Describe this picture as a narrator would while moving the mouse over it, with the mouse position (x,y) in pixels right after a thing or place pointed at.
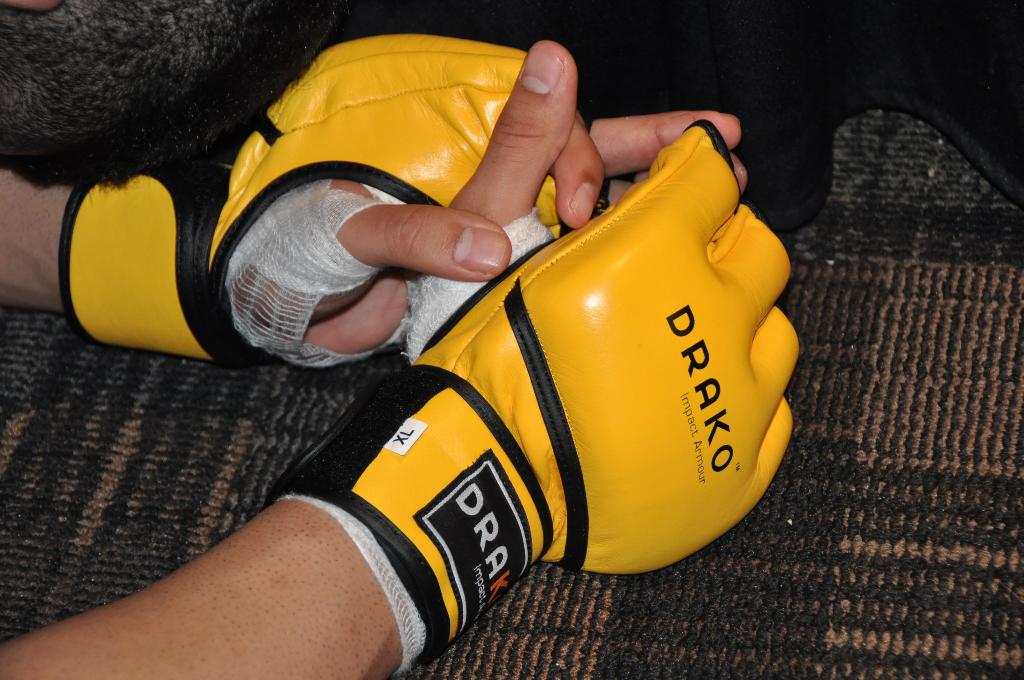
In the image there are two hands (516,254) of a person (633,149) wearing gloves (656,177).
